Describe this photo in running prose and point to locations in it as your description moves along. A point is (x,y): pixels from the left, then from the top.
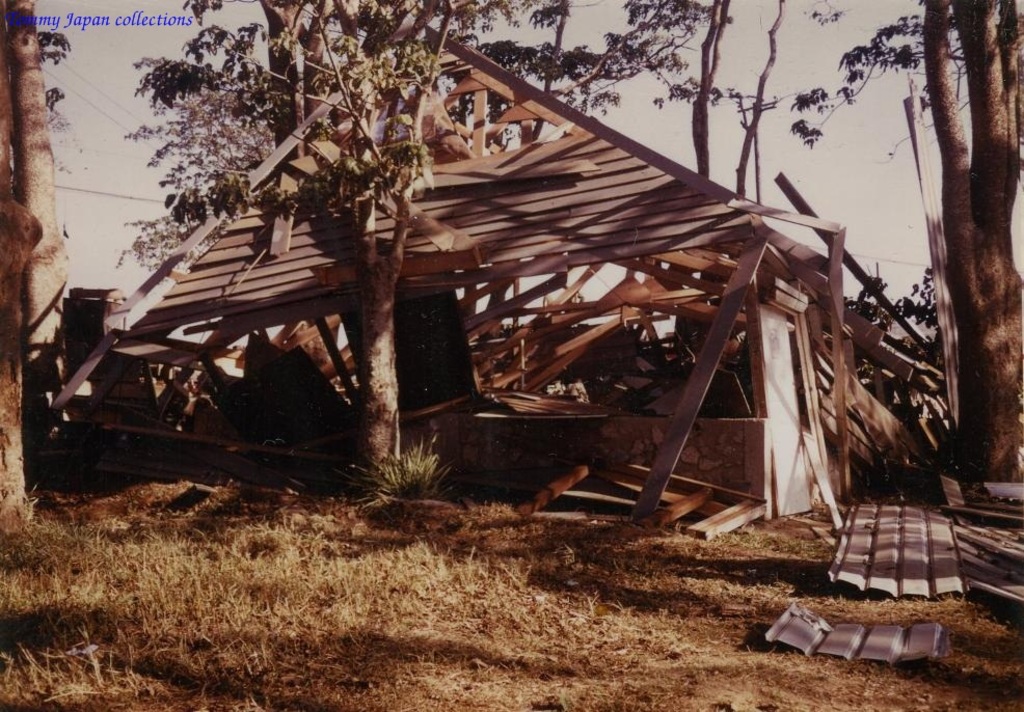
In this image I can see few trees (909,46), wooden house (640,198) and the sky (846,22) is in white color.
